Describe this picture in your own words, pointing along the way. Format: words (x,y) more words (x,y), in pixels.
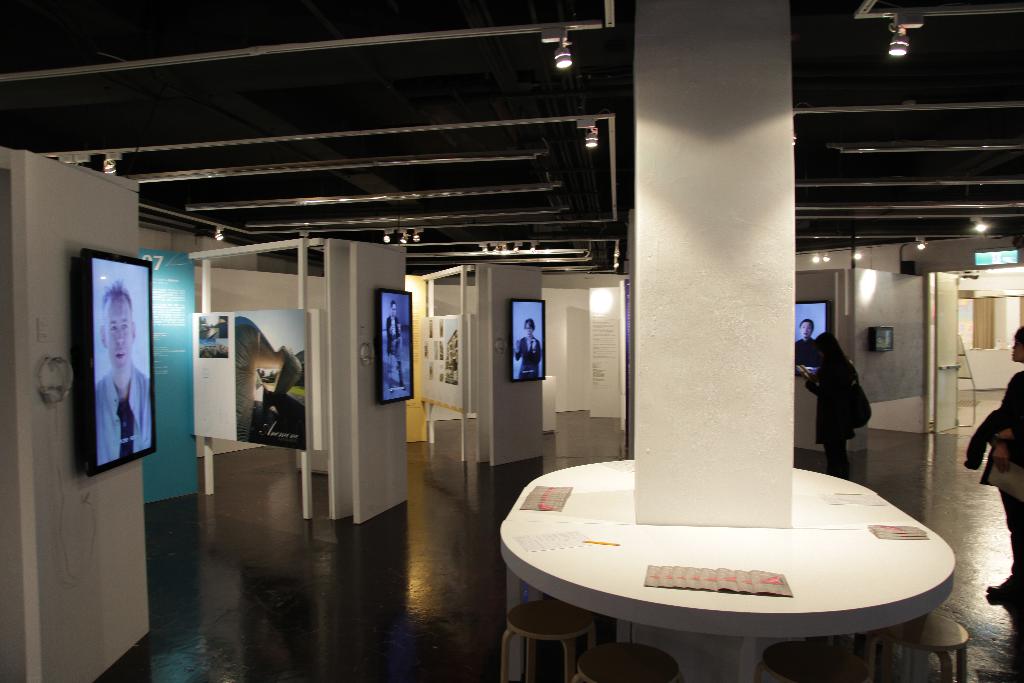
In the center of the image (678,334) we can see a pillar (712,472), table (782,568) and stools (677,682). On the table (855,560) we can see the papers (736,581) and books (706,575). In the background of the image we can see the wall (70,497), boards (285,370), screens (815,314). On the right side of the image (986,337) we can see a door (941,328), window (1003,324), curtain (986,314), sign board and two people (996,435) are standing. At the bottom of the image (376,568) we can see the floor (469,641). At the top of the image (459,105) we can see the roof (565,99) and lights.
